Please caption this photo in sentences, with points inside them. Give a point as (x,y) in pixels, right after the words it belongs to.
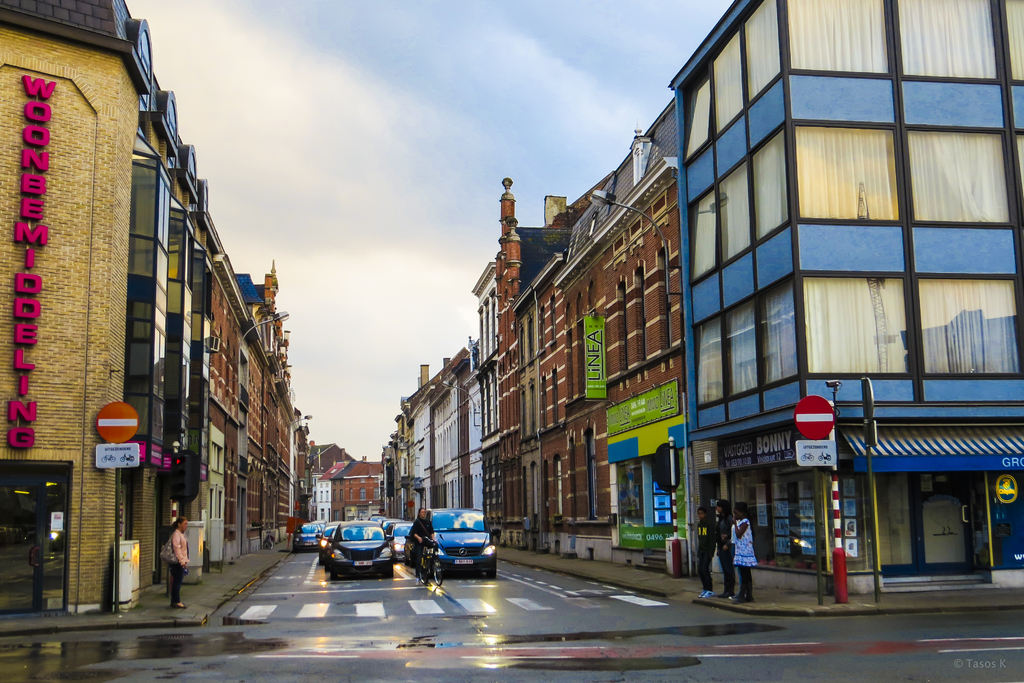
In this image there is the sky (430,139) towards the top of the image (417,129), there are clouds (336,211) in the sky (376,220), there are buildings (521,329) towards the right of the image (754,345), there are buildings (94,297) towards the left of the image (156,395), there is text (43,88) on the building (36,297), there are doors (42,531), there are windows (888,519), there are poles (836,527), there are boards (123,436), there is text (594,370) on the board (595,350), there are persons (740,545) standing, there is the road (374,638) towards the bottom of the image (563,654), there are vehicles (412,544) on the road (333,587), there is text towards the bottom of the image (974,664).
